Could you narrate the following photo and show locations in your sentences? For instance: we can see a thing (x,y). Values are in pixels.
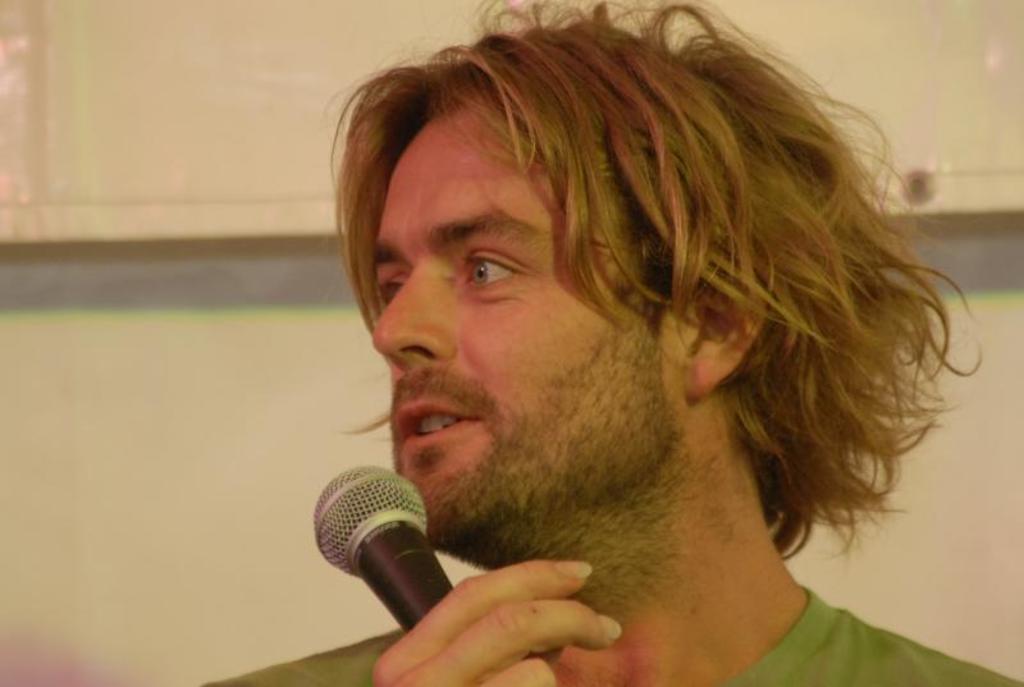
In this picture I can see a man (585,382) is holding a microphone (371,579) in the hand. In the background (384,617) I can see wall (215,186). The man (685,494) is wearing green color cloth (836,659).
